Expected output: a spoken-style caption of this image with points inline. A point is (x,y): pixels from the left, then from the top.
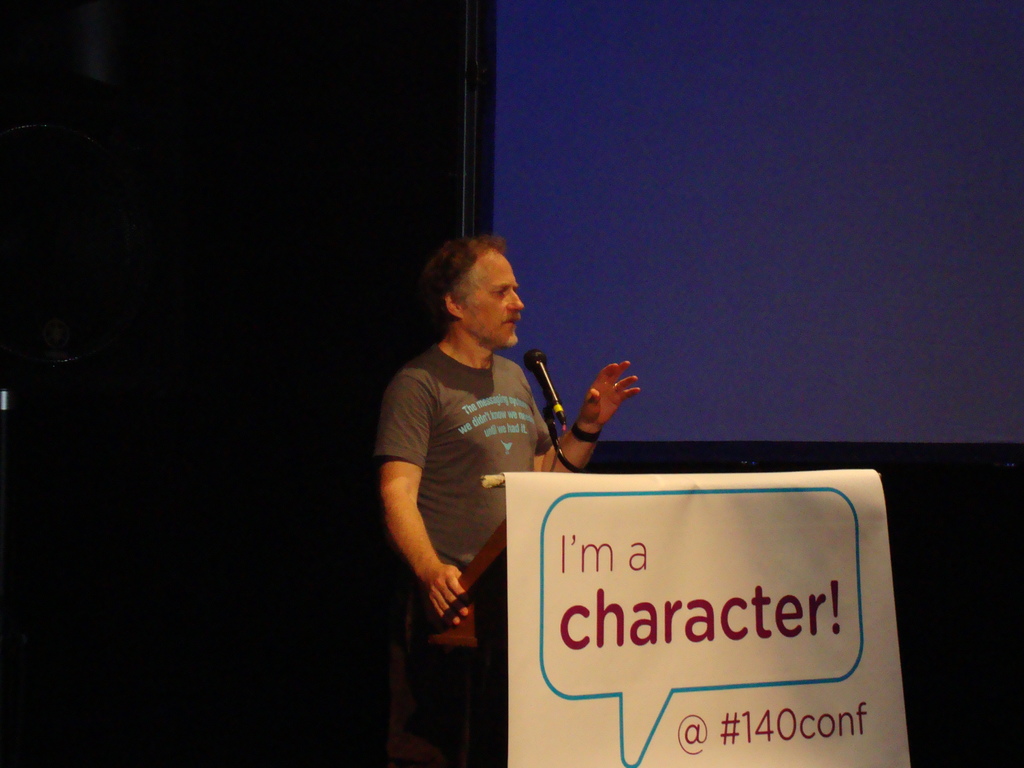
In the center of the image (490,295) we can see a man (495,264) standing, before him there is a podium (575,540) and a mic (548,378). In the background (512,205) we can see a screen (755,198).
